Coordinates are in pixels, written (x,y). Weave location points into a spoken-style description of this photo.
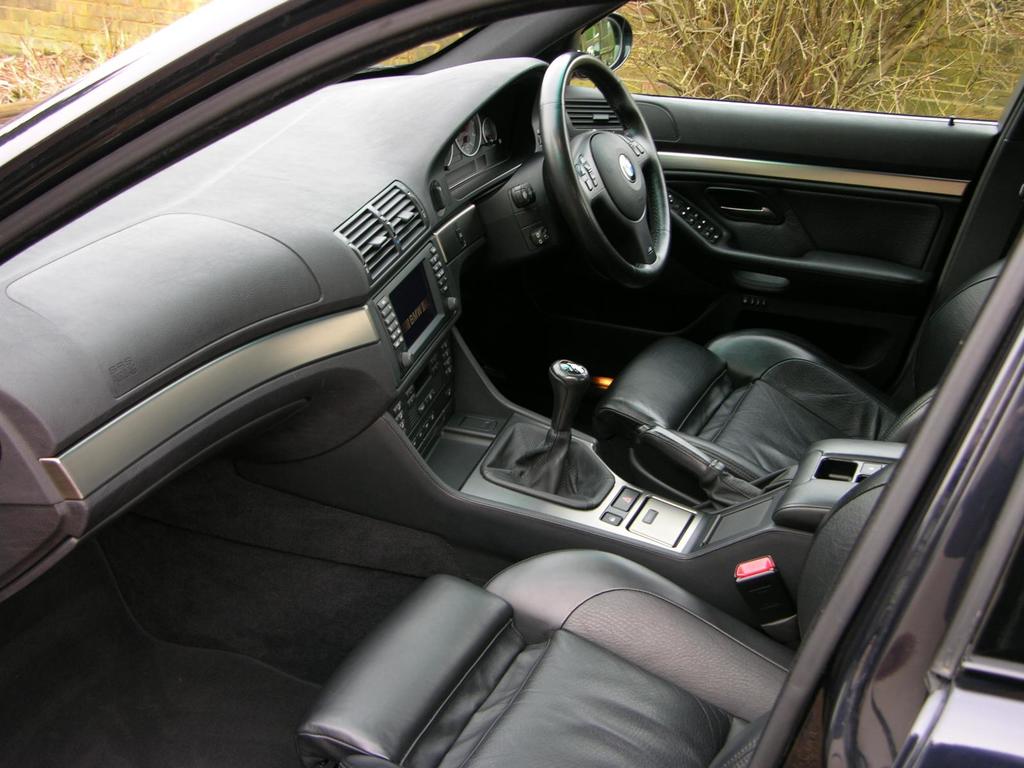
In this image I can see the inner part of the car (509,563), I can also see the steering (611,197) and few seats (647,611) in black color. Background (738,7) I can see the dried grass (697,51) and the grass (795,19) is in brown color.
